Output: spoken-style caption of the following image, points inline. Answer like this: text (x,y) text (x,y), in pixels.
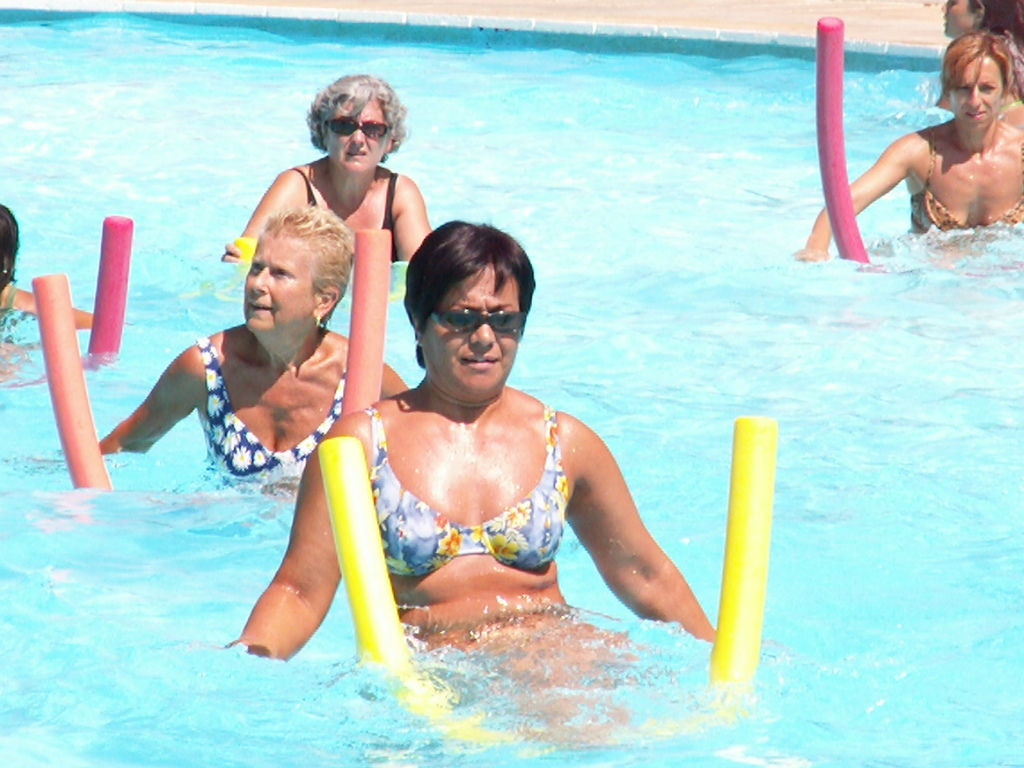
In this image, we can see some water (546,370) with a few people (339,279). We can also see some colored objects (759,522). We can see the ground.
